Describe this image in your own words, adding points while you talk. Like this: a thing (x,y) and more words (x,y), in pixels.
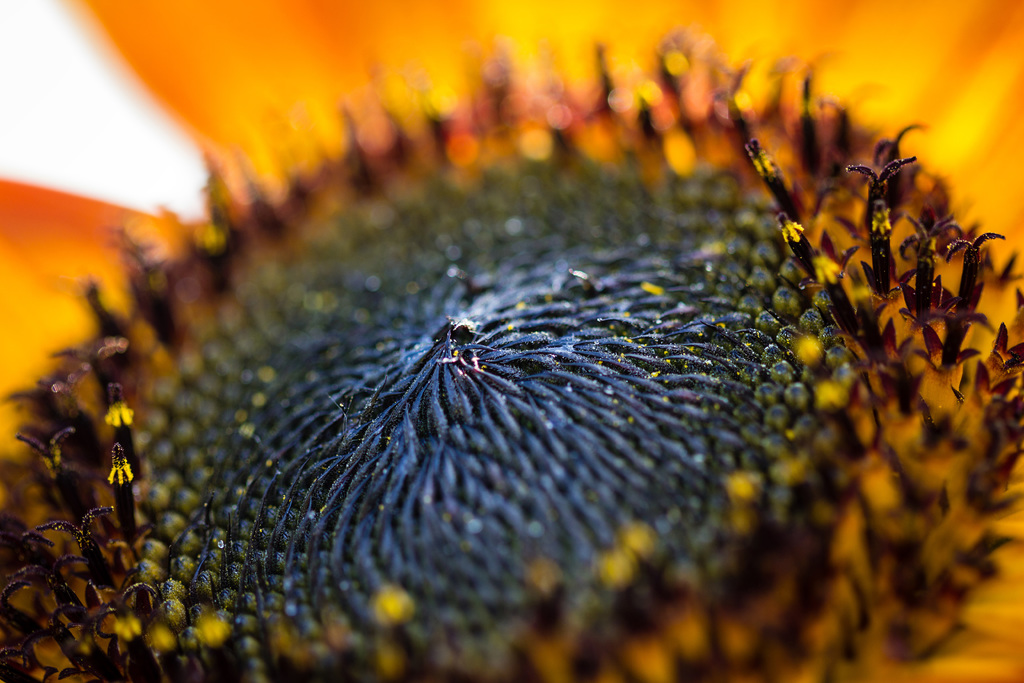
In this image we can see a sunflower (350,201), and the background (628,20) is blurred.
